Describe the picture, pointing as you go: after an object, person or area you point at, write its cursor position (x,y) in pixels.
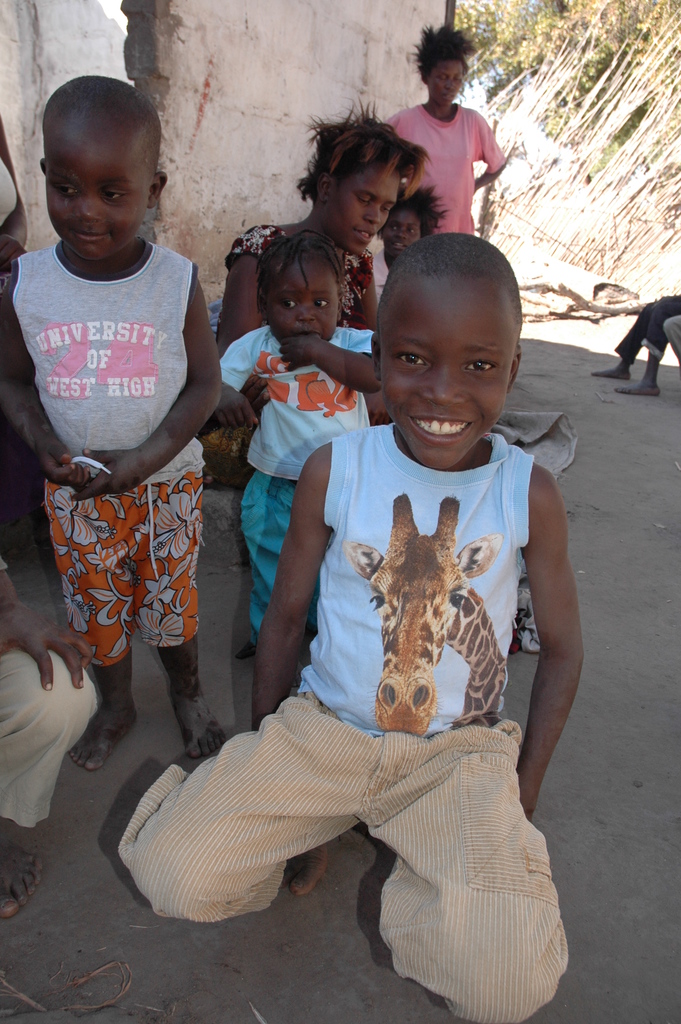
In the center of the image (355,427) we can see little kids (118,461) are smiling, which we can see on their faces (406,400). In the background (356,188) there is a wall (230,60), trees (496,25), few people (460,162) and a few other objects (518,128).
